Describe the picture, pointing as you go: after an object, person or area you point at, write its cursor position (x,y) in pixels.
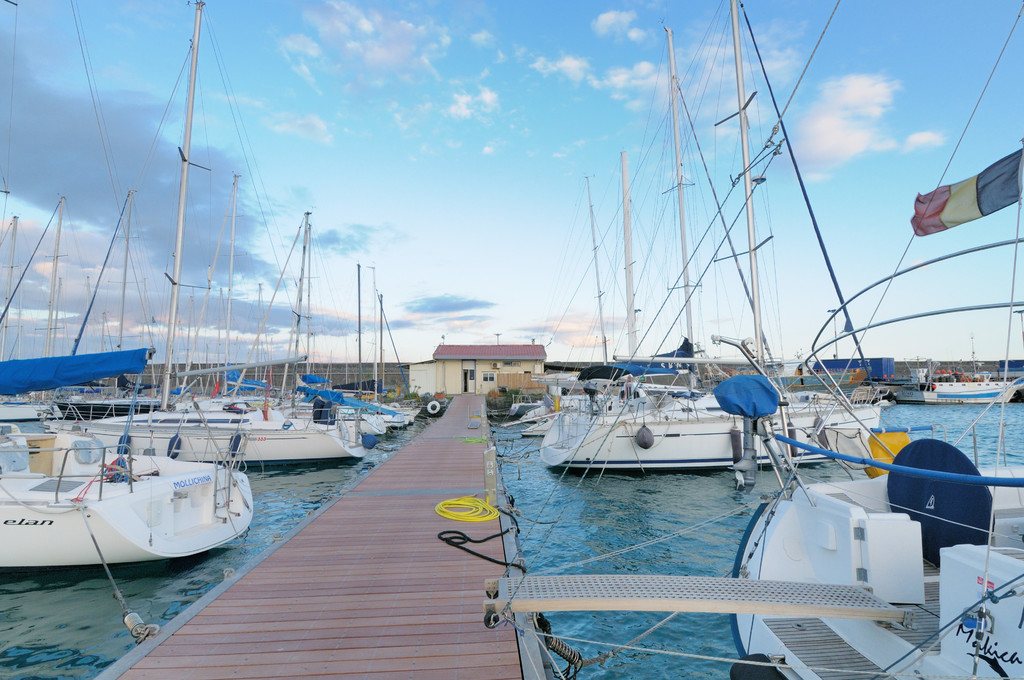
In this image I can see the wooden bridge (342,578) on the surface of the water (331,486) and I can see few boats (781,554) which are white and blue in color on the surface of the water (272,476) and tied to the bridge (259,603). In the background (453,377) I can see few buildings (507,354) and the sky (452,192).
